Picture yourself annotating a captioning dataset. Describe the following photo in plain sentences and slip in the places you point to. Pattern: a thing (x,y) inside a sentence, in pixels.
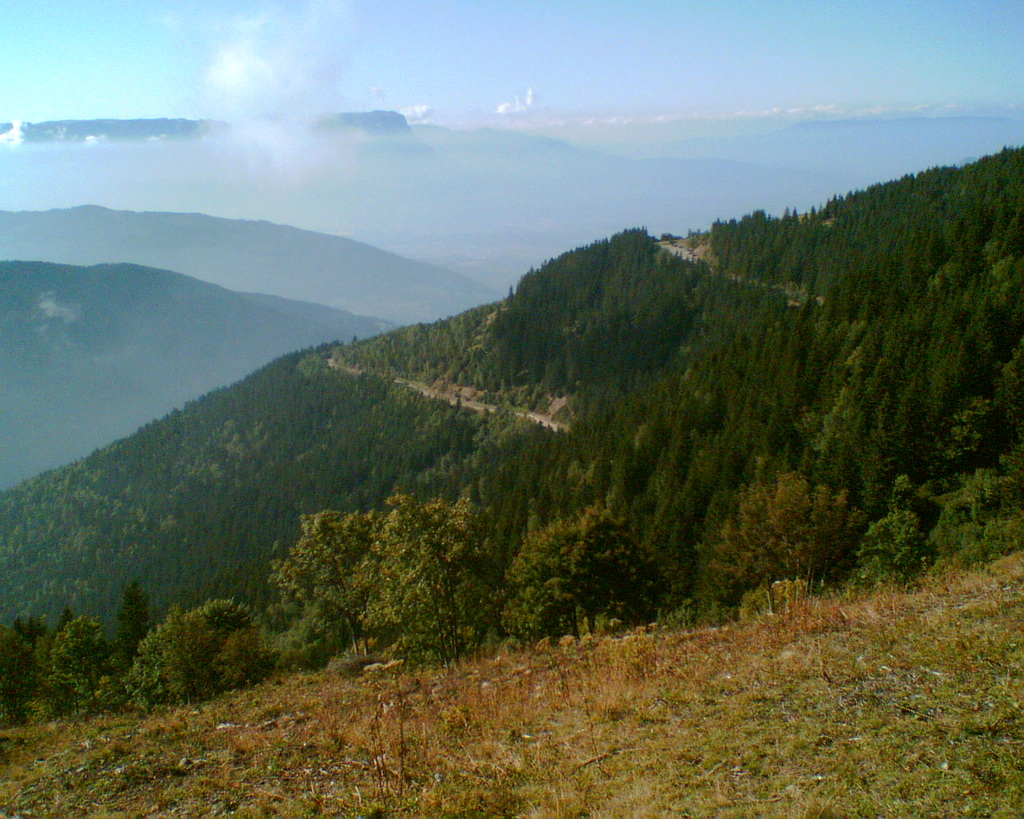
In this picture we can see grass (828,654), trees (528,383), mountains (502,360) and in the background (244,149) we can see the sky (142,84) with clouds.
